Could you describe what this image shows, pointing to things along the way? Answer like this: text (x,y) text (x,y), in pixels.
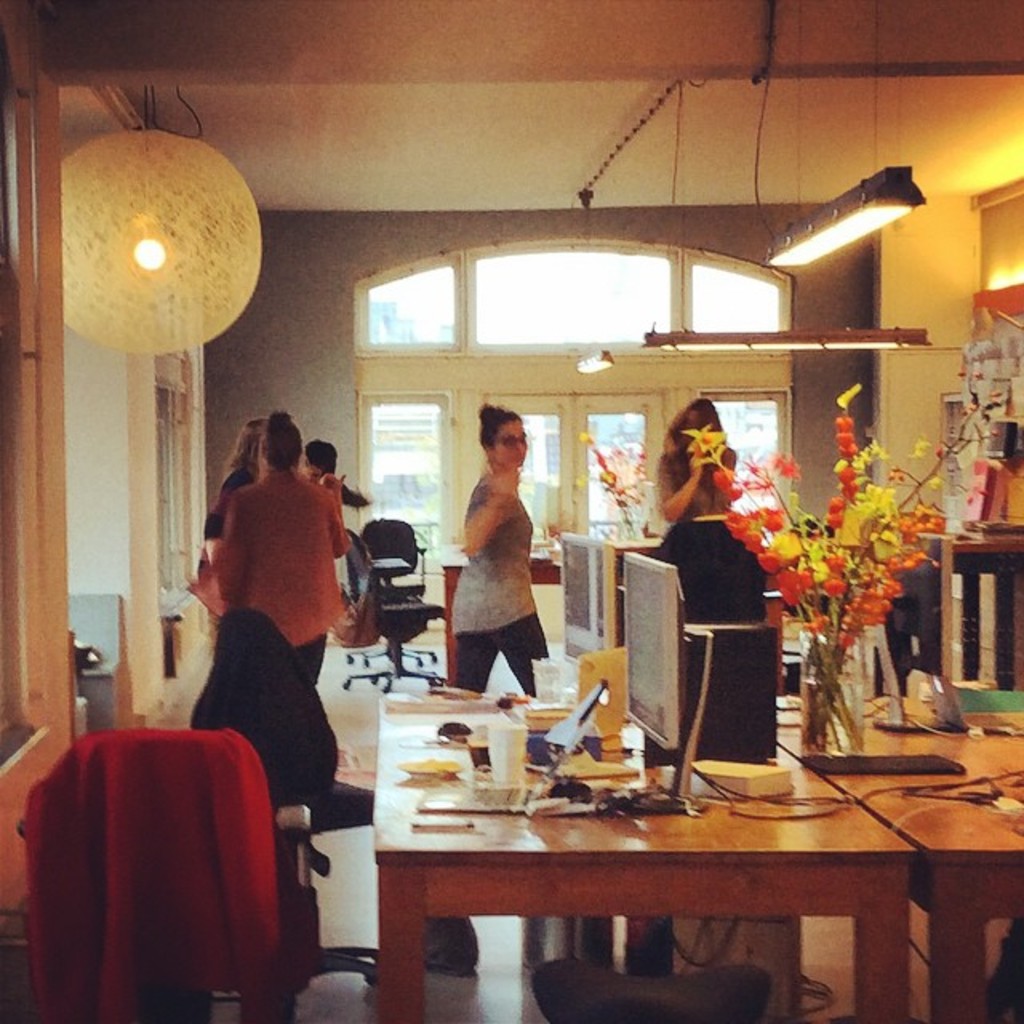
Here in this picture we can see people (495,570) standing here and there are chairs (416,617) and tables (525,771) with Systems (661,715) on it and there is flower vase (728,490) present on the table (867,740) and at the top (890,195) we can see lights (768,345) and behind them we can see door (553,483).
